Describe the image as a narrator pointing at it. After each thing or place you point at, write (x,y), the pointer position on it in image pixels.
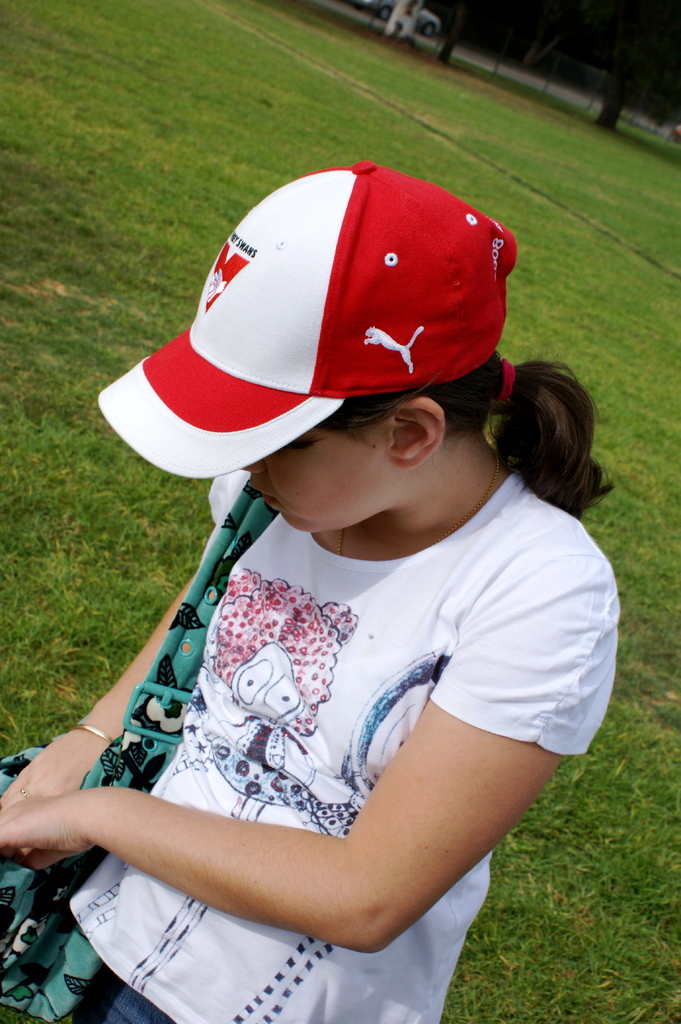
In this image we can see a person (340,626) wearing a cap (397,378) and a handbag (40,926) on the ground (607,336).
